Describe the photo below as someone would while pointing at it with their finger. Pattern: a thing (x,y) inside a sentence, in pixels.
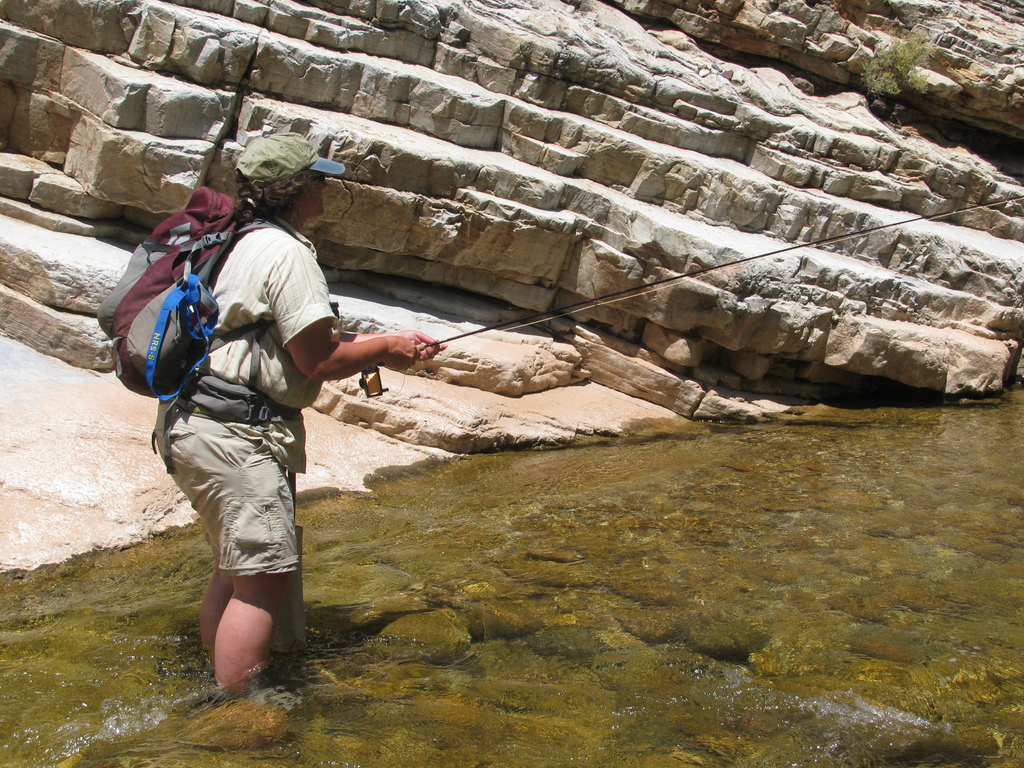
In this image we can see a person (287,528) standing in the water (697,600). A person (317,370) is holding an object (379,363) and wearing a backpack (207,293) in the image. There is a rock (355,455) in the image. We can see the water (845,666) in the image.
